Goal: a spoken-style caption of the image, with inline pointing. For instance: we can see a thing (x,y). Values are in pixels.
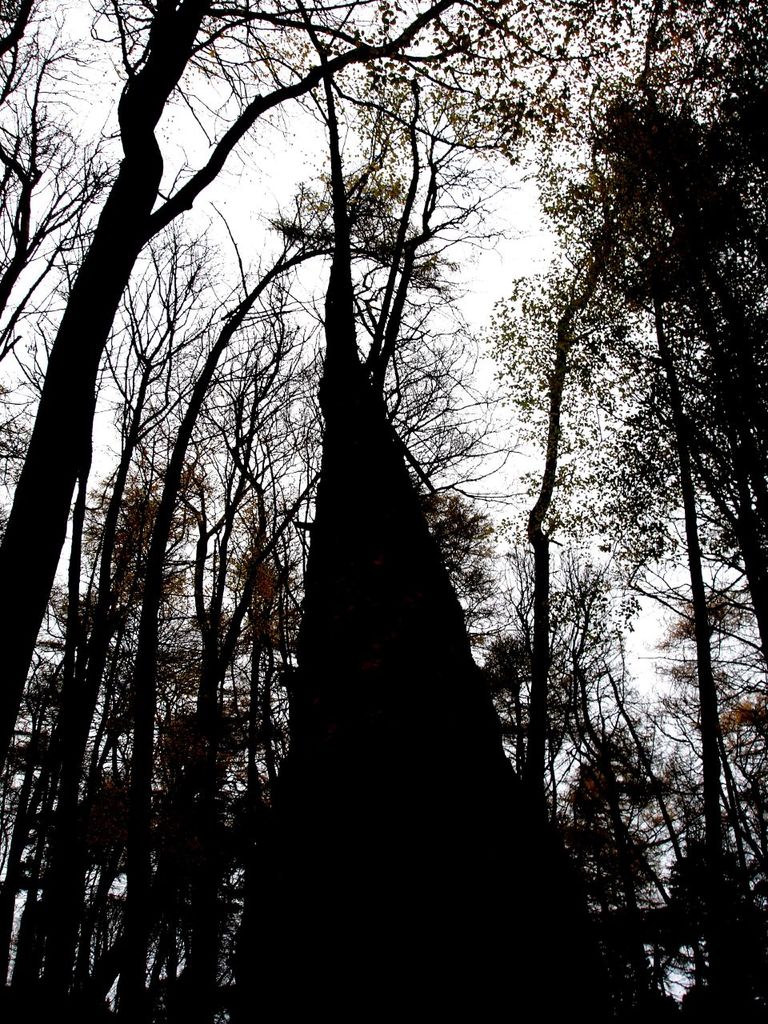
In the image we can see colour picture of trees (329,773) and the sky (488,344).
